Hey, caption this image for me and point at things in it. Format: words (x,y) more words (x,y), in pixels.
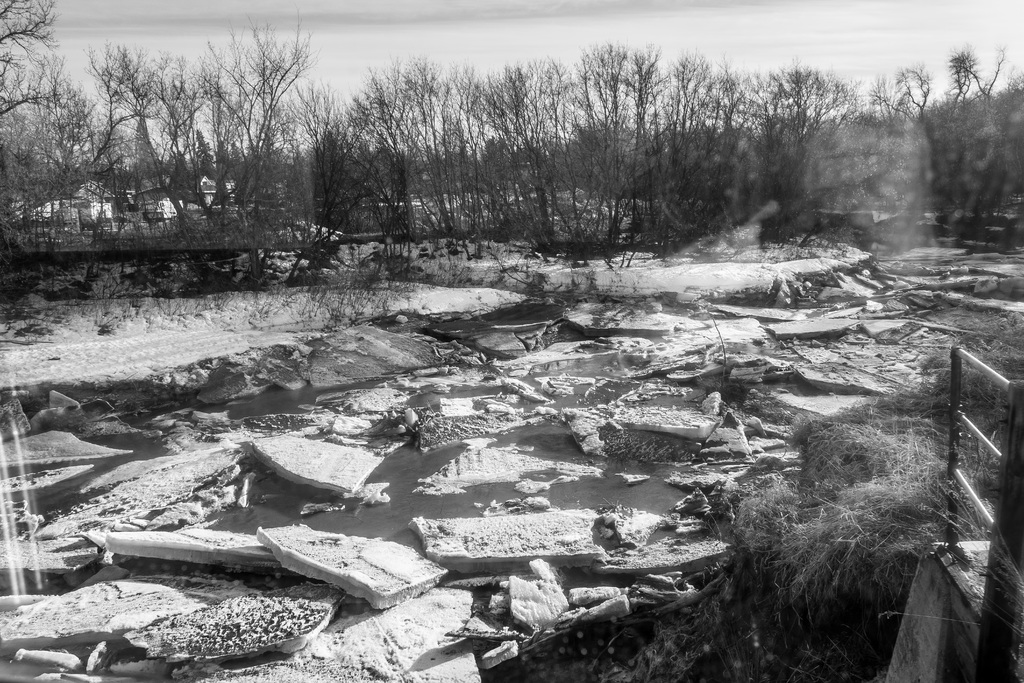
In this image we can see the broken ice blocks (392,413) floating on the water (440,452). Here we can see the grass (905,439) and a metal fence (949,456) on the right side (967,488). In the background (673,233), we can see the trees (576,108).
